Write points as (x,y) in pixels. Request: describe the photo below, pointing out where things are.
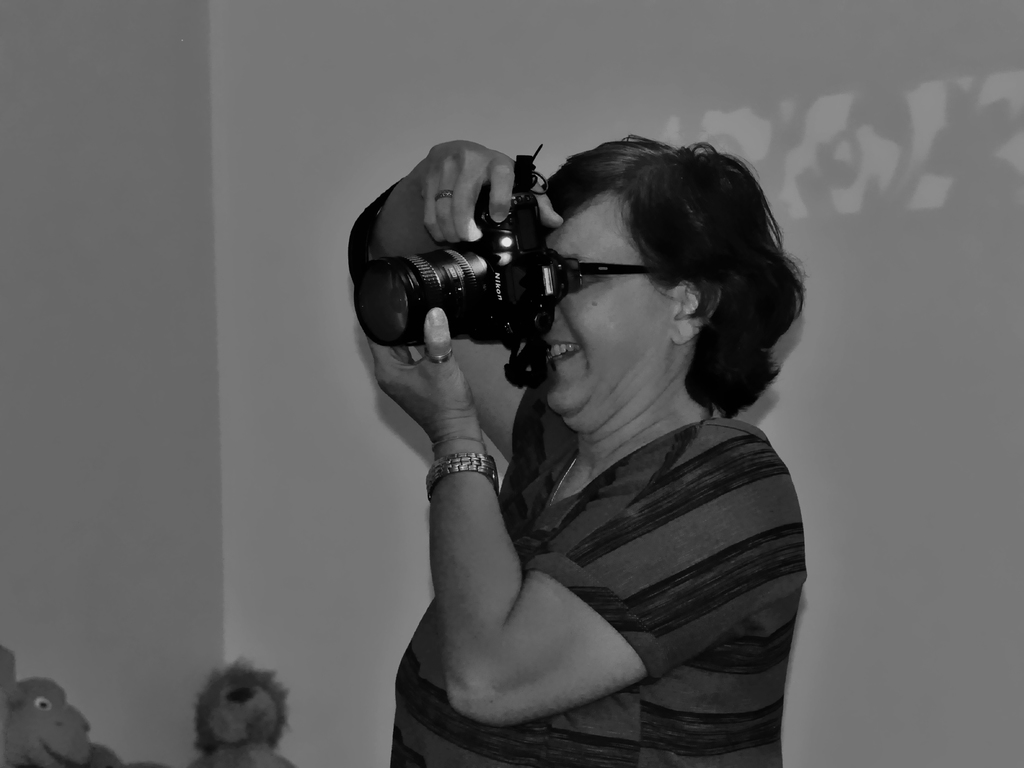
In this picture we can see a woman (662,407) taking a photograph from a digital camera (469,304), in the background (248,733) we can see some dolls (230,722) here and also we can see a wall (99,318).
